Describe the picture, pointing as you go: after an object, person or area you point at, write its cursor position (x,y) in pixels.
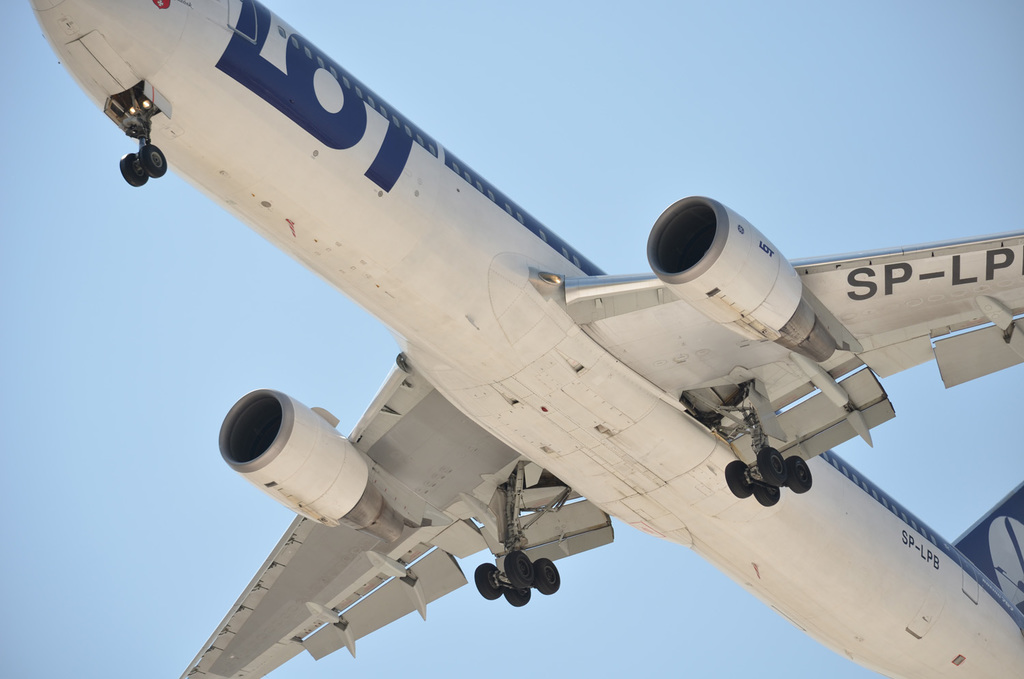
In this image I can see a white color aeroplane (586,408) is flying in the air (197,316). On the top of the image (711,73) I can see the sky (519,168).
